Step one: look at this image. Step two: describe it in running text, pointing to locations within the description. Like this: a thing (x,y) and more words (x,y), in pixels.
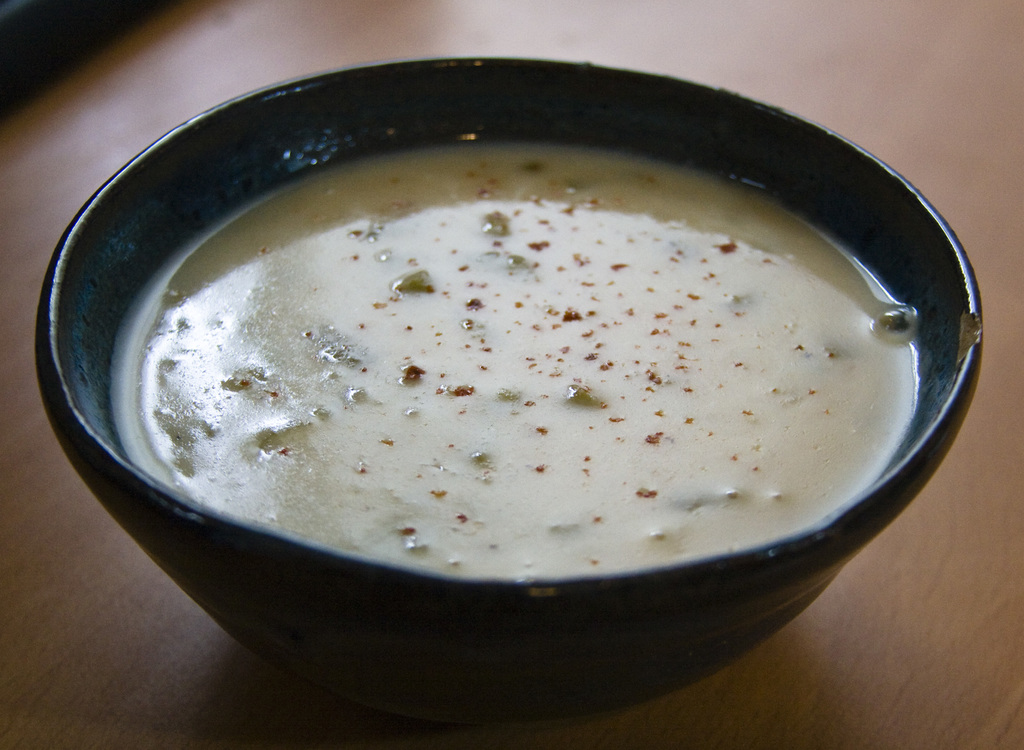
In this picture we can see food (457,385) in a bowl (682,583) and this bowl (679,571) is on the platform (47,640).
